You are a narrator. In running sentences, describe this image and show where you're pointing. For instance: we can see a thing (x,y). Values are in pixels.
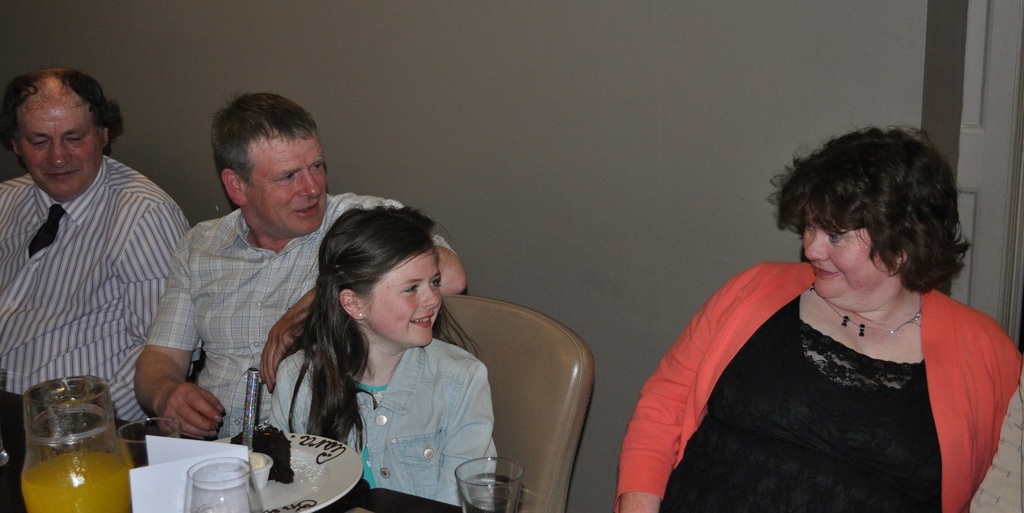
In this image we can see persons (433,391) sitting at the table (390,504). On the table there is a jar (59,432), glasses (192,472), plate (285,493), cake (278,448) and candle (247,424). In the background (396,83) there is a wall (647,83) and door (989,80).
